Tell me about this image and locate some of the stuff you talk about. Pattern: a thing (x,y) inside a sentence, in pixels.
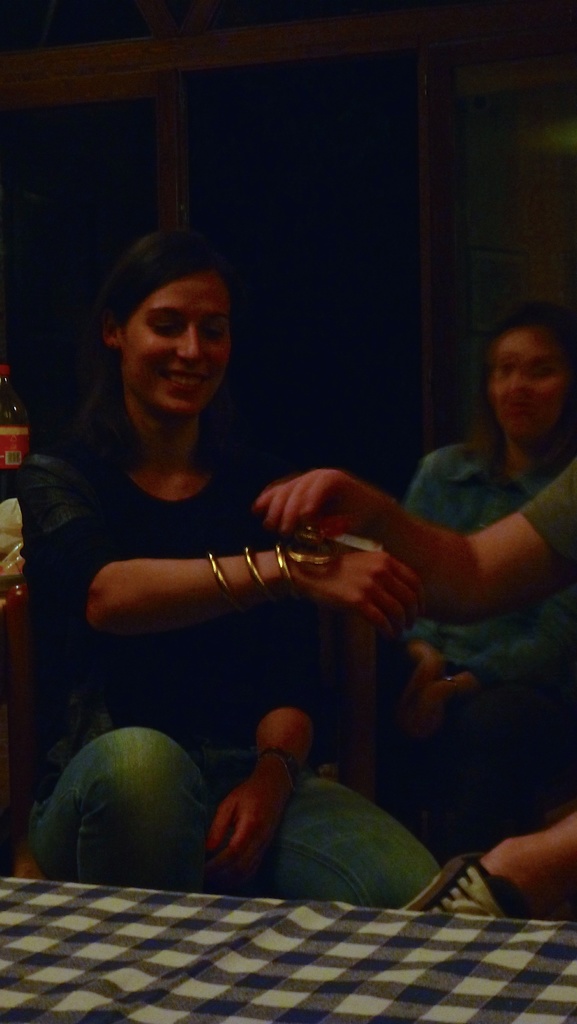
In this image, we can see people (359,514) and one of them is holding an object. In the background (256,129), there are doors (141,171) and we can see a bottle (17,398) and some other objects (9,515) on the table (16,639). At the bottom (194,959), there is a cloth (201,924).
